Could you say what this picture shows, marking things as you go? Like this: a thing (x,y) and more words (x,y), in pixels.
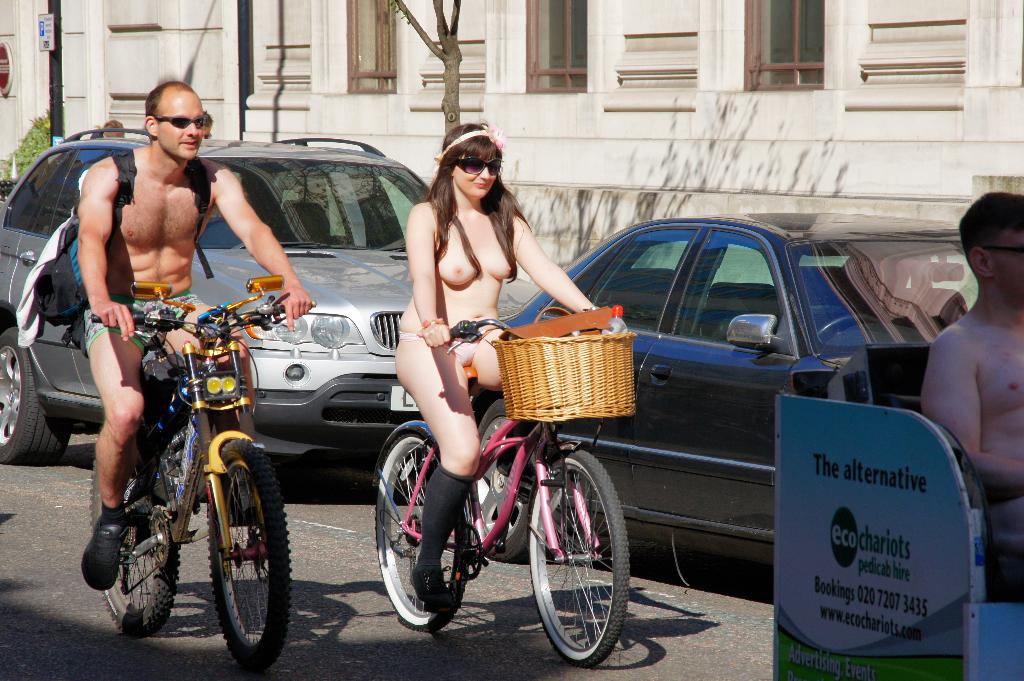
In the image we can see two persons (465,213) were riding bicycle (399,494). In the background (410,74) we can see building (616,115), tree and few vehicles (738,251).
